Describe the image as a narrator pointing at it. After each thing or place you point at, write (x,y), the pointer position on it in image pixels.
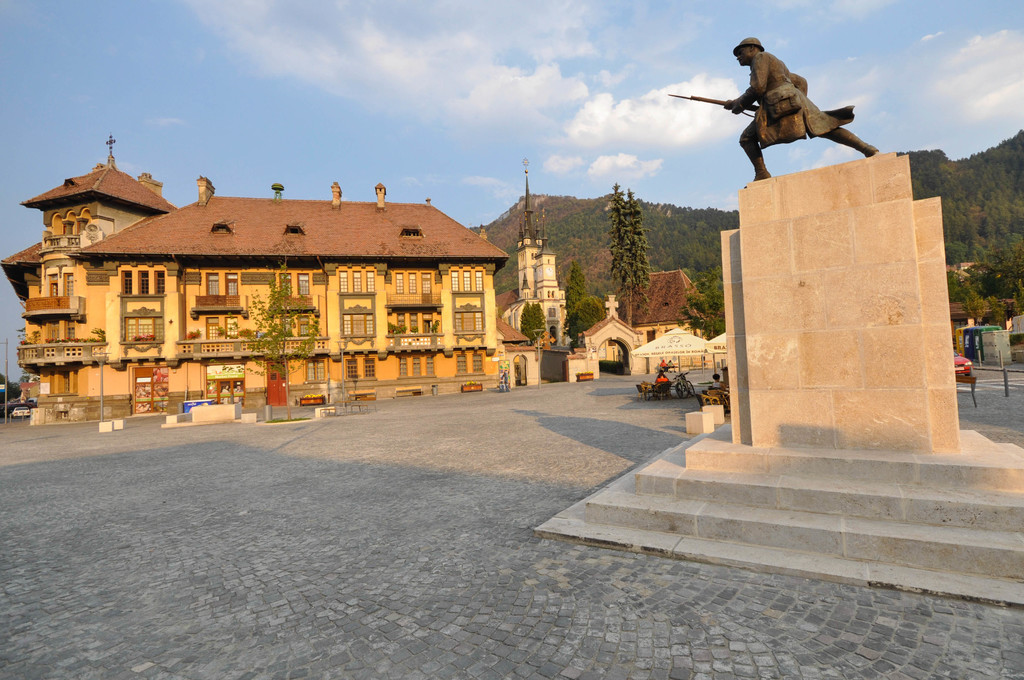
In this image I can see a sculpture (765,103) on the right side (811,235). In the background (111,311) I can see few buildings (369,324), number of trees (620,271), mountains (661,258), clouds (442,104) and the sky (335,112). I can also see few people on the right side (696,376) and on the both sides of the image I can see few cars (16,409). On the left side of the image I can see a pole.
